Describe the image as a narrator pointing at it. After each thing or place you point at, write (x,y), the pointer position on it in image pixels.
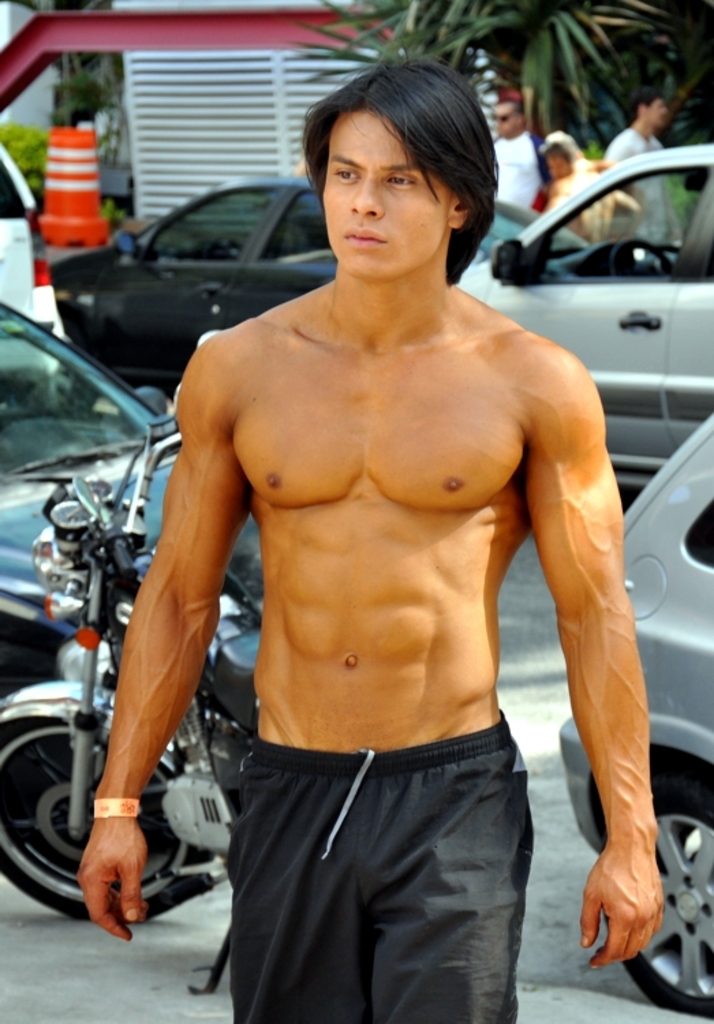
In this image I can see a person (371,544) wearing black color dress (326,791) is standing. In the background (97,598) I can see a motor bike (118,594) which is black in color, few cars (160,344), few persons (505,147) standing, few trees (593,143), few traffic poles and few other objects (235,97).
